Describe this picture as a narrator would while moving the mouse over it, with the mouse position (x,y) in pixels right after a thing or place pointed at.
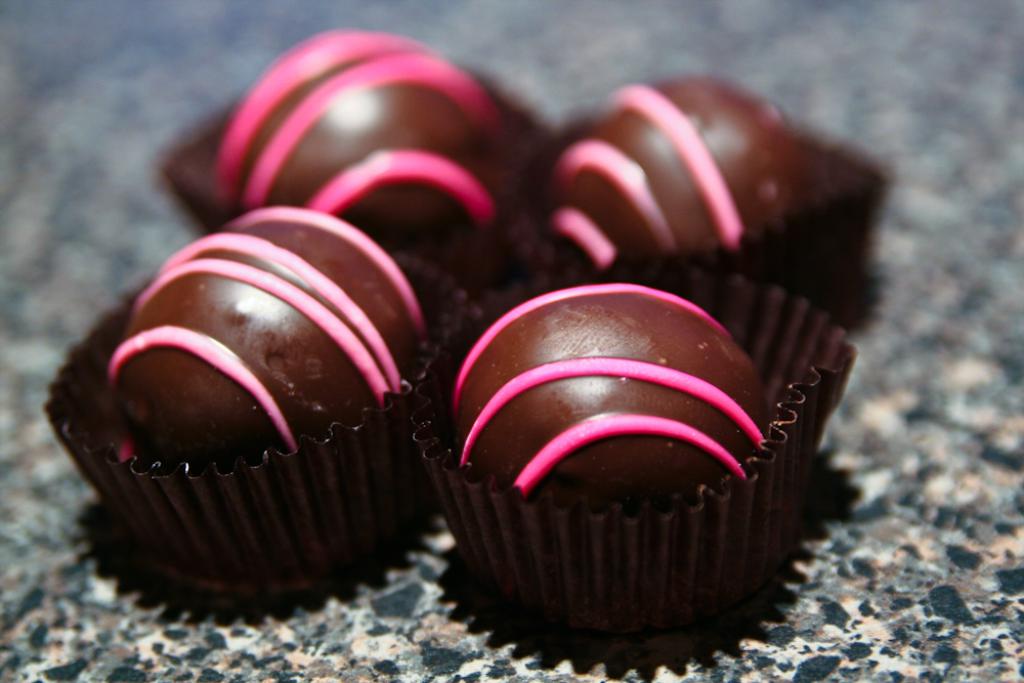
This image consists of food (696,233).
